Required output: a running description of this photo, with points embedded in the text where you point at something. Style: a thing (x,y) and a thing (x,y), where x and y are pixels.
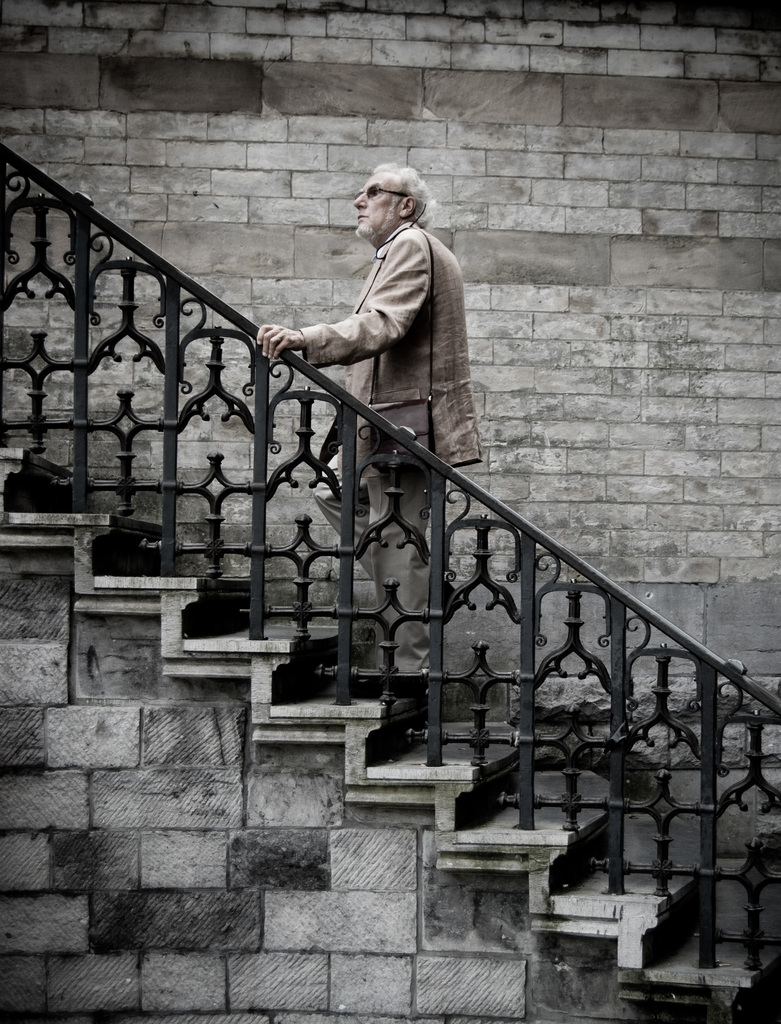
An old man (404,202) is walking through the steps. This is a stone wall (511,203) in the middle of an image (295,476).
